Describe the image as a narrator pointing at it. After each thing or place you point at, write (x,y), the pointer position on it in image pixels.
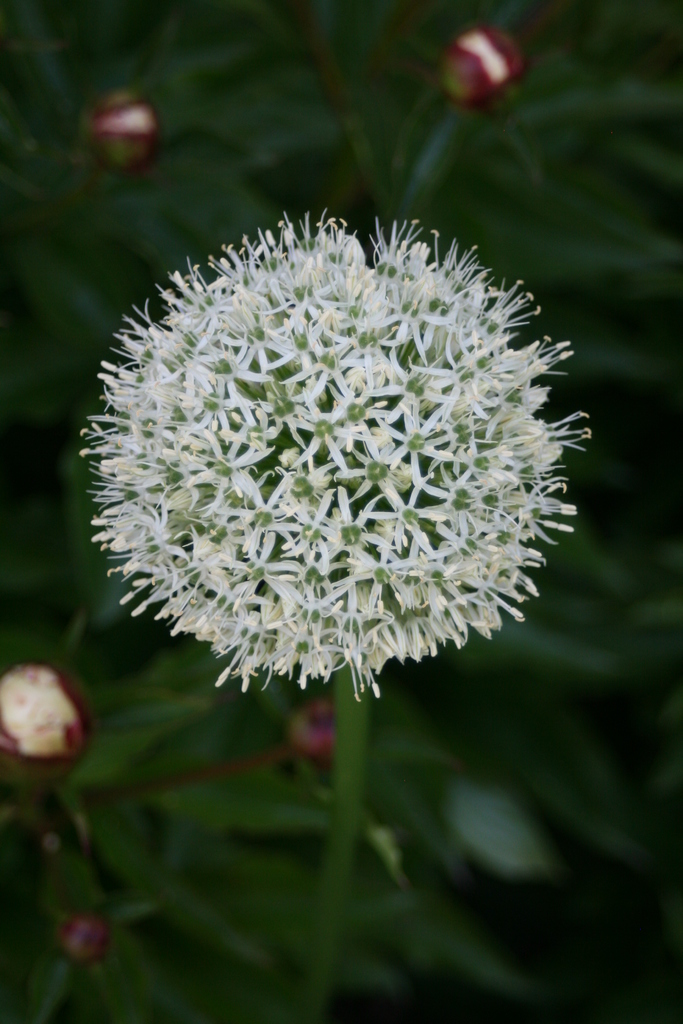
In this image, we can see a flower (409,494) on the blur background.
